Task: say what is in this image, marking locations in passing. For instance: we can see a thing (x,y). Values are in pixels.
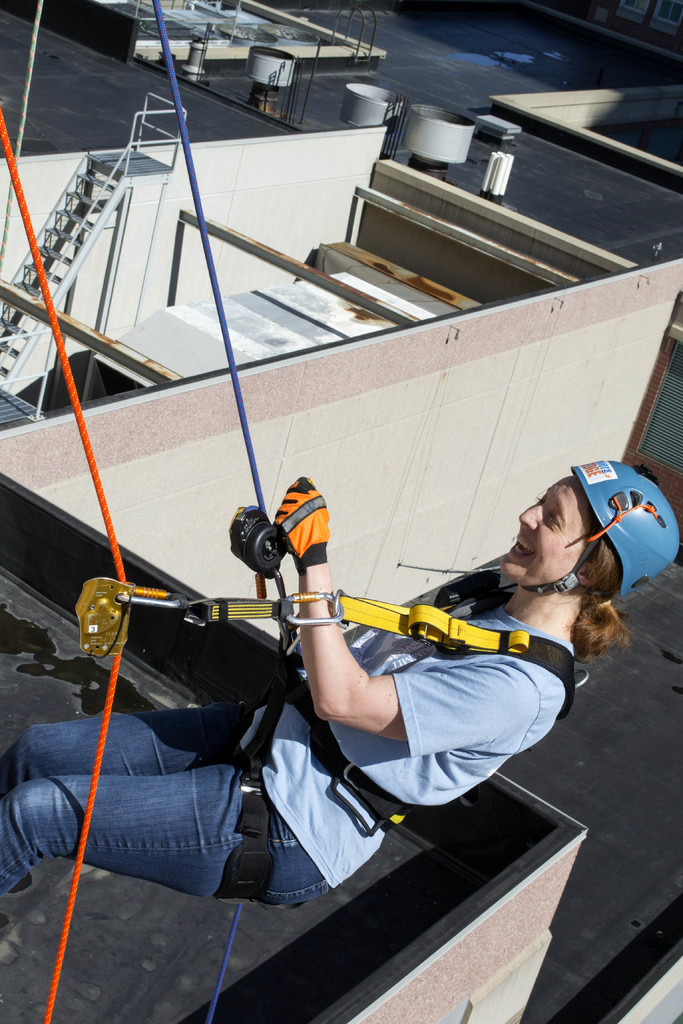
In this image I can see a person (495,694) on the ropes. She is wearing blue top (354,753) and jeans (225,842) and blue helmet (614,514). Background (448,112) I can see a building (448,89), some objects (432,125) on the terrace (458,92) and stairs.
